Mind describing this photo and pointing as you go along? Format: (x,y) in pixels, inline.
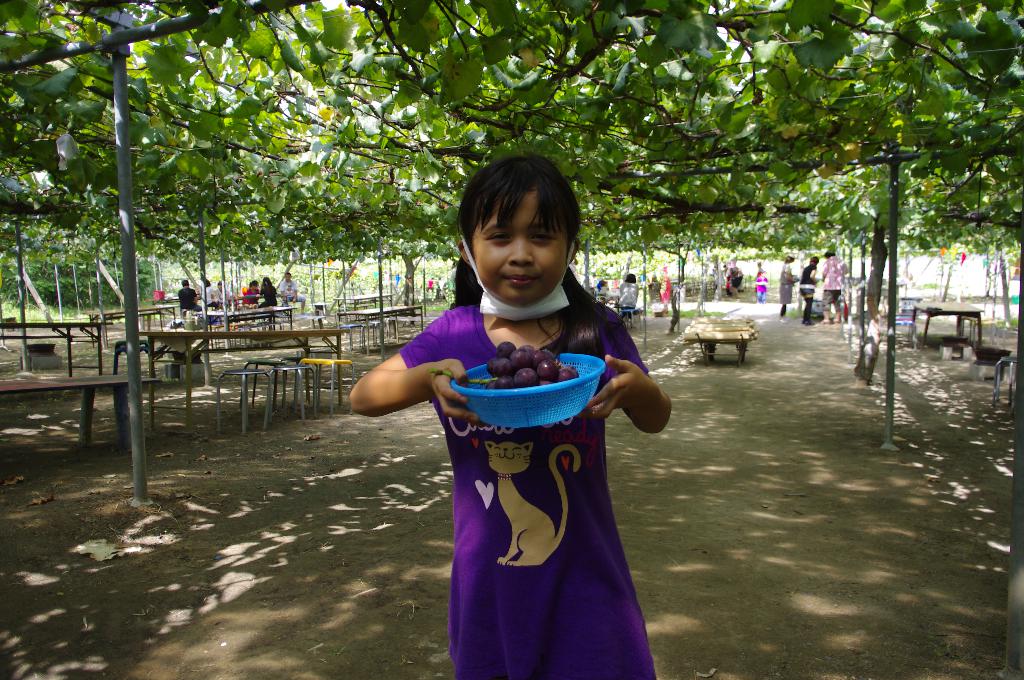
In this image, we can see a grapes garden (399,180). There are some persons (811,275), tables (373,302) and stools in the middle of the image (659,288). There is a kid (581,653) at the bottom of the image (497,464) standing and holding a grapes basket (558,409) with her hands (430,381).
